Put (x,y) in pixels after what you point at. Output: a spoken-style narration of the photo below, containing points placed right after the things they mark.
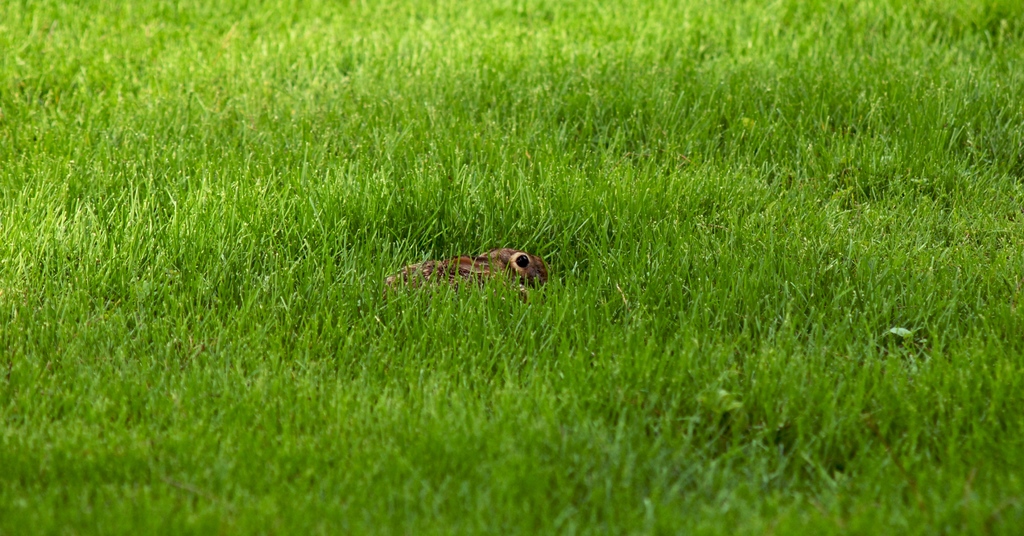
In this image we can see grass (533,178) and in the grass (597,251) it looks like an animal (514,262).
